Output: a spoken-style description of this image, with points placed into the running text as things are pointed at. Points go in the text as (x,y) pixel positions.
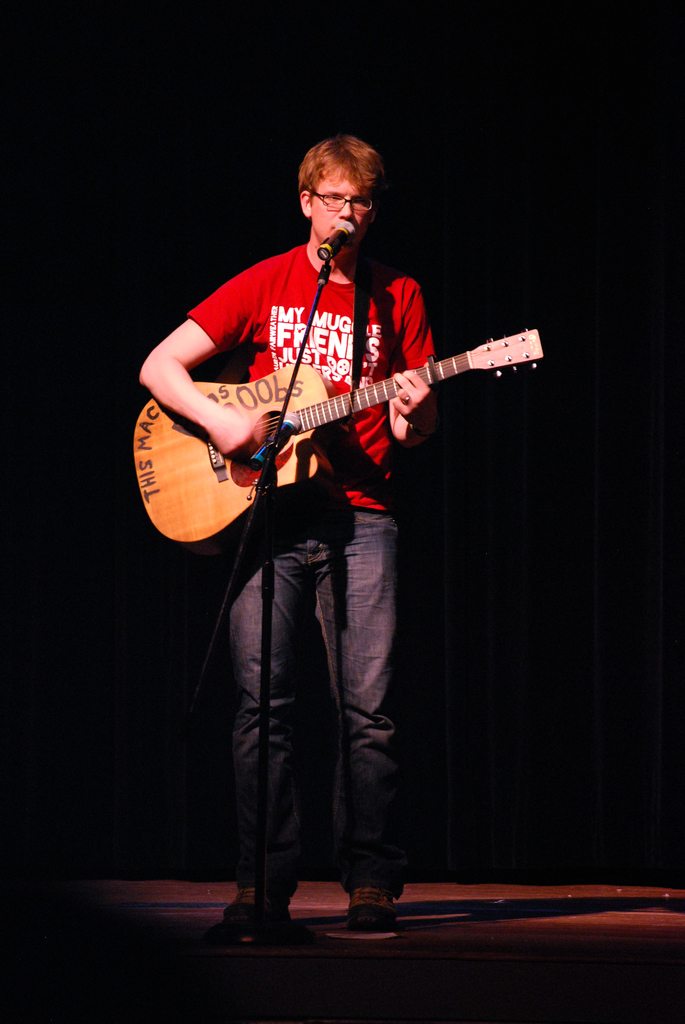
A man (337,638) is singing on mic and playing guitar (319,396).
